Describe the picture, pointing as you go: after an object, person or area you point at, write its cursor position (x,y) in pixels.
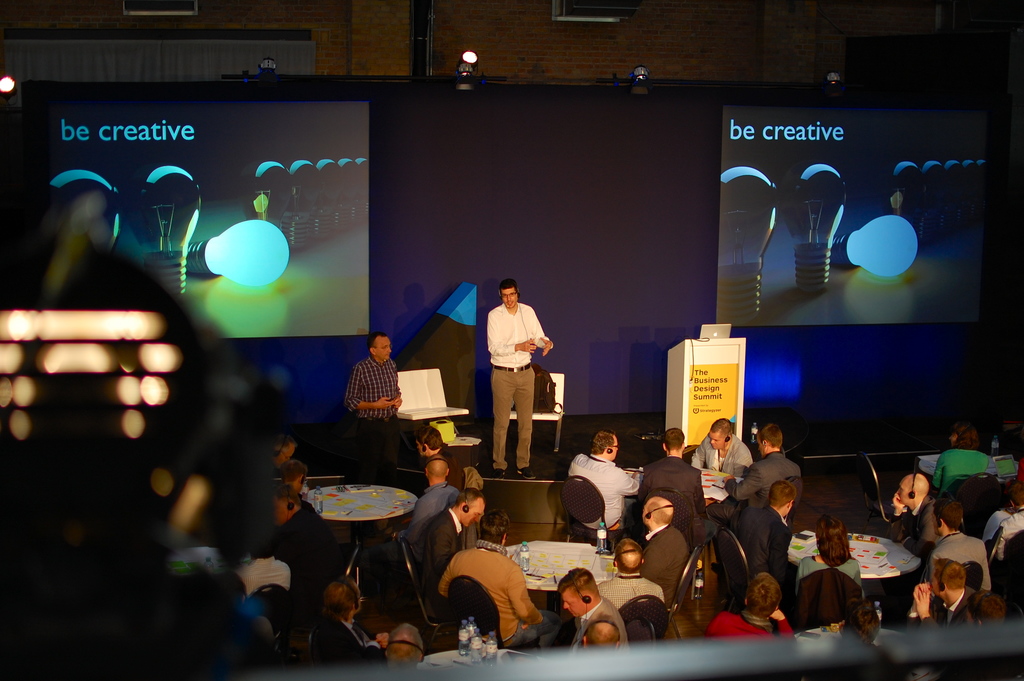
The picture is taken during a conference. In the foreground (230,620) there is a railing (739,656) and an object (117,441). At the center of the picture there are people (425,516) sitting in chairs (848,595) and there are tables (601,562), on the tables (580,557) they are water bottles (317,488). In the background (570,396) there is a stage (652,420), on the stage (540,440) there are a podium (705,385), laptop (721,337), chairs (430,401) and people (521,327). At the top (695,44) there are lights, brick wall (819,64), windows (582,6), curtains (133,44) and banners (348,179).
